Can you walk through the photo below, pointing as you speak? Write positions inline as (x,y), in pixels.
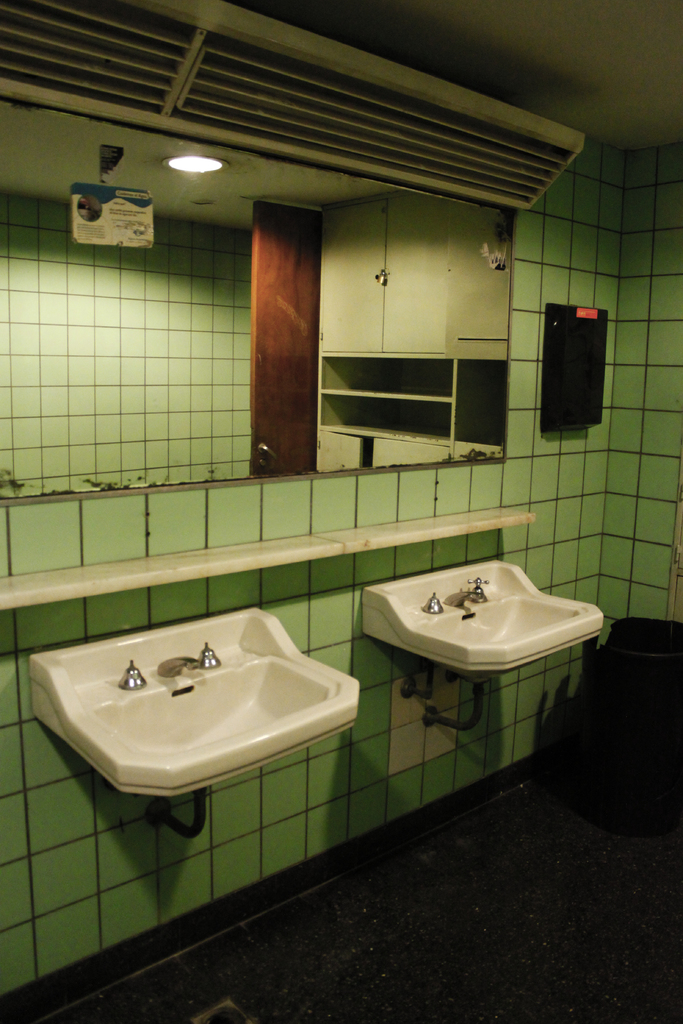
In this image there are two sinks (292,681) one beside the other. At the top (232,319) there is a mirror (330,353). On the right side (569,374) there is a hand dryer (558,380). In the mirror (76,174) we can see that there is a light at the top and there is a board (135,208) hanging to the roof (90,174) and there is a cupboard (395,325) on the right side (458,364). In the middle (286,374) there is a door (300,329).
